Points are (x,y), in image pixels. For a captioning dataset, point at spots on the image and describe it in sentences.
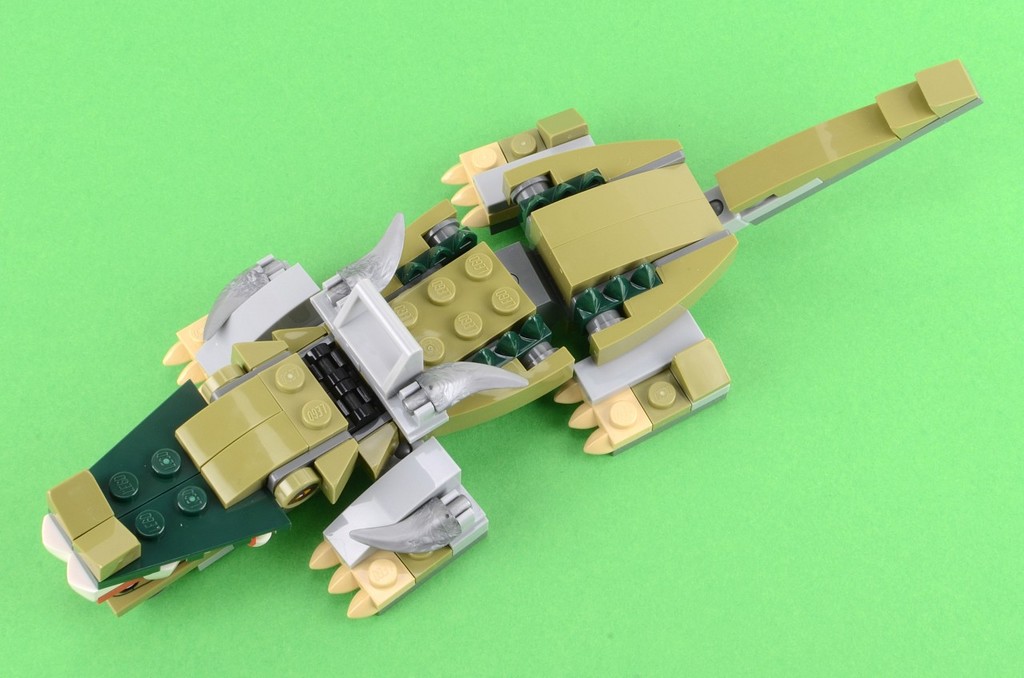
In this picture we can see green and grey color LEGO crocodile (342,383), placed on the green cloth (490,448).
